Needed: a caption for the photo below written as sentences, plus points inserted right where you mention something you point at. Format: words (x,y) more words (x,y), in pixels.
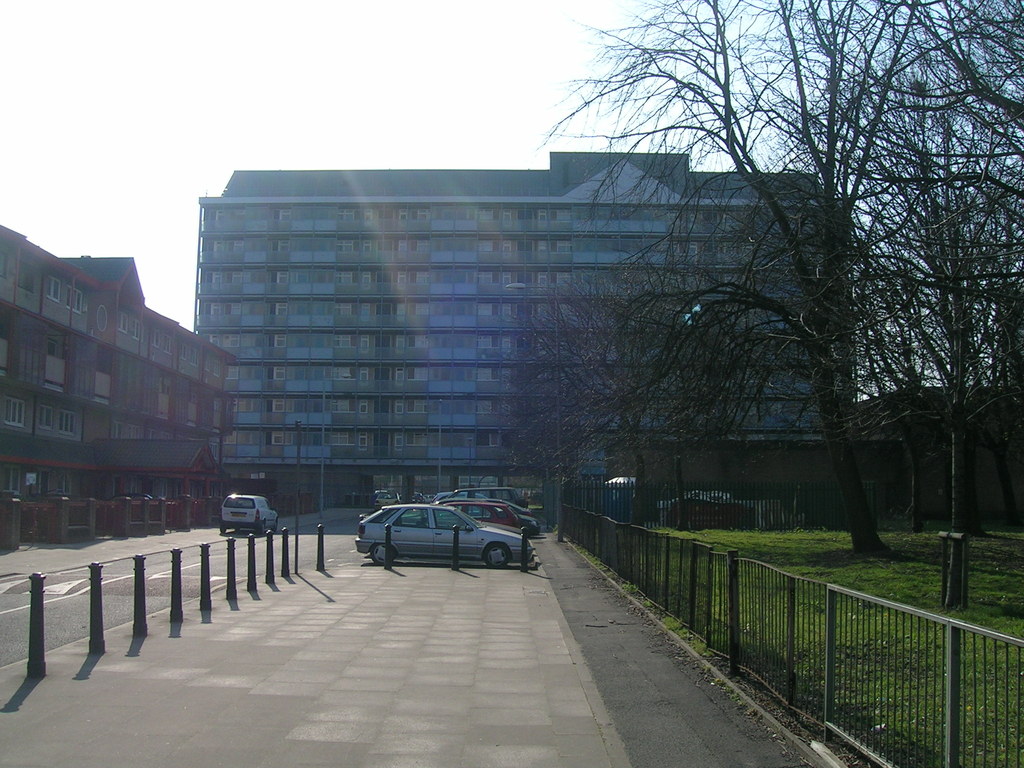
In this image we can see vehicles (271,527) and poles (207,571). Also there is a road (200,550). On the right side (690,497) there are railings (861,595) and trees (964,455). On the ground (827,540) there is grass (870,577). There are buildings (205,338) with windows (336,312). In the background (212,67) there is sky (69,77).
